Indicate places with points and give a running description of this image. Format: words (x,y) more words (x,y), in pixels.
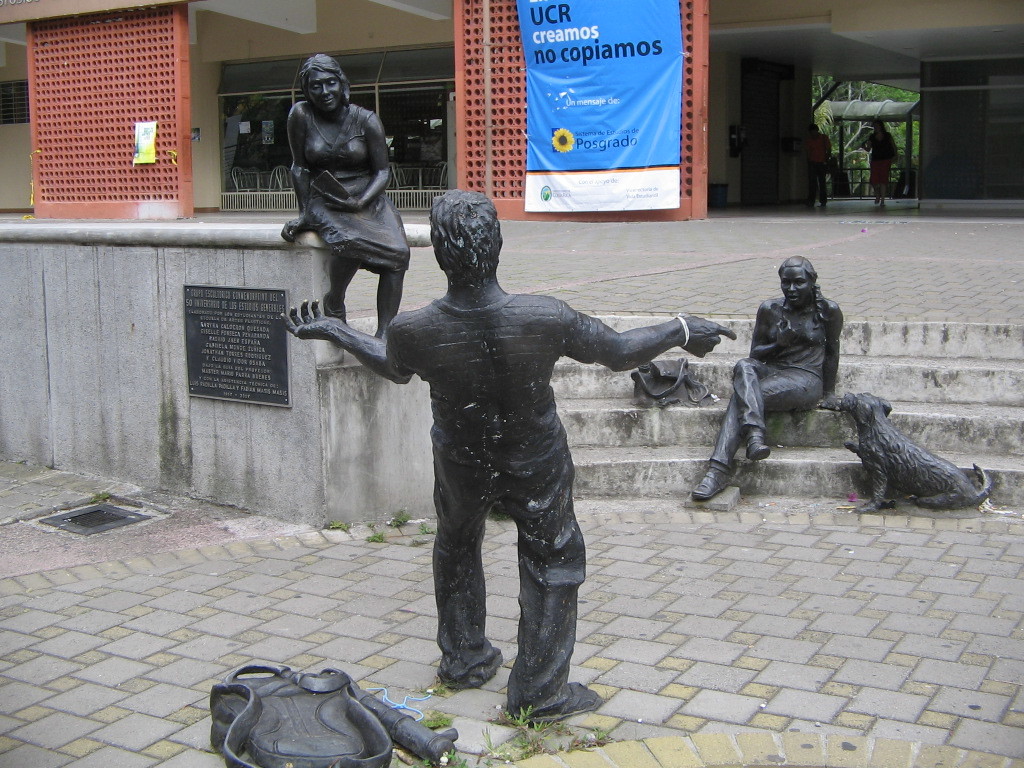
In this image there are sculptures (423,340) of two women (311,198) and a man (548,555) along with a dog (896,486). At the bottom (743,692), there is road (758,637). In the background (791,137), there are walls (696,135) along with banners (529,6).
